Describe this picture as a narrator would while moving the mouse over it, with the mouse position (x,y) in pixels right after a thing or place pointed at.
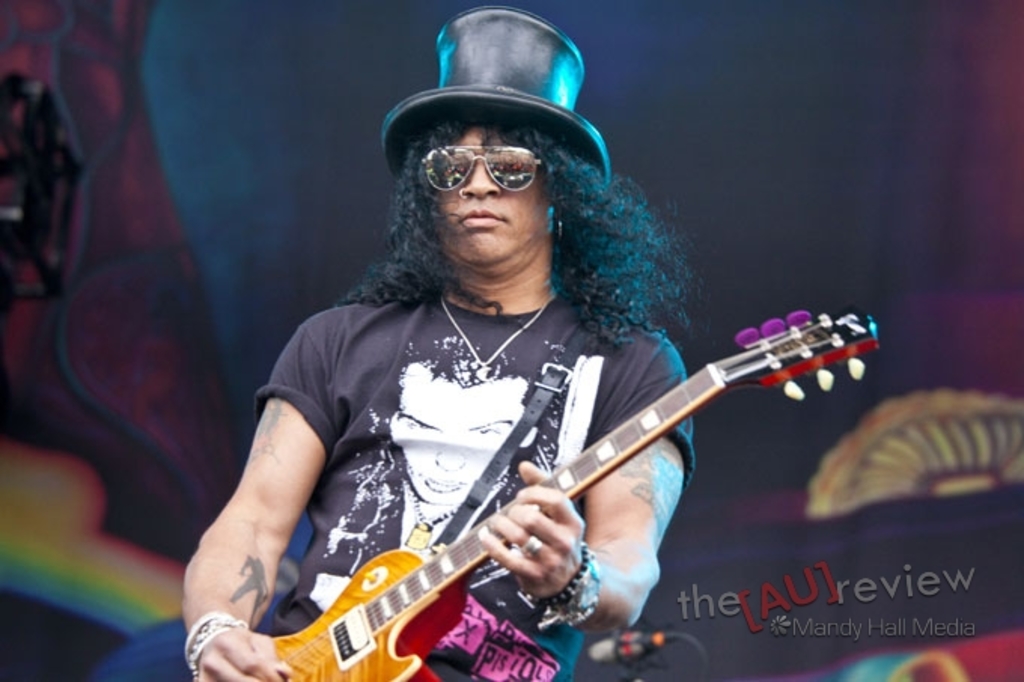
In this picture there is a man (608,251) in the center (608,314). He is wearing a black t shirt (451,324), black hat (444,107) and holding a guitar (623,449). In the background (684,150) there is a board (716,117), on the board (351,88) there are some colorful prints (92,320) and text (692,607).
